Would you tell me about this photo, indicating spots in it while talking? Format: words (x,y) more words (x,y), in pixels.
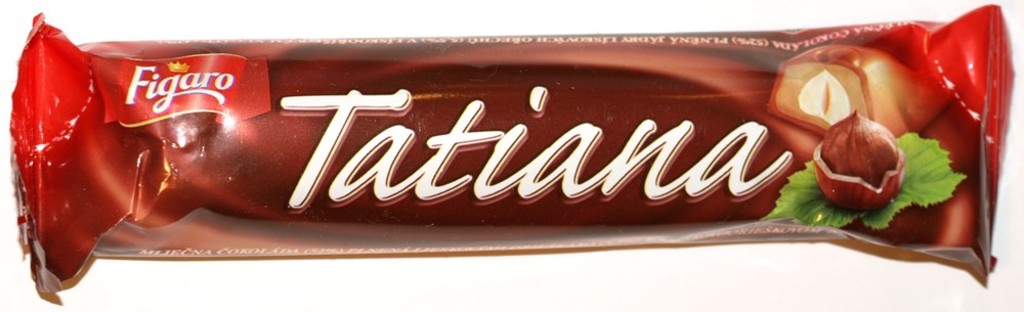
In this image we can see a cover (555,133) of a chocolate (550,134) with some text (610,191) on it.
